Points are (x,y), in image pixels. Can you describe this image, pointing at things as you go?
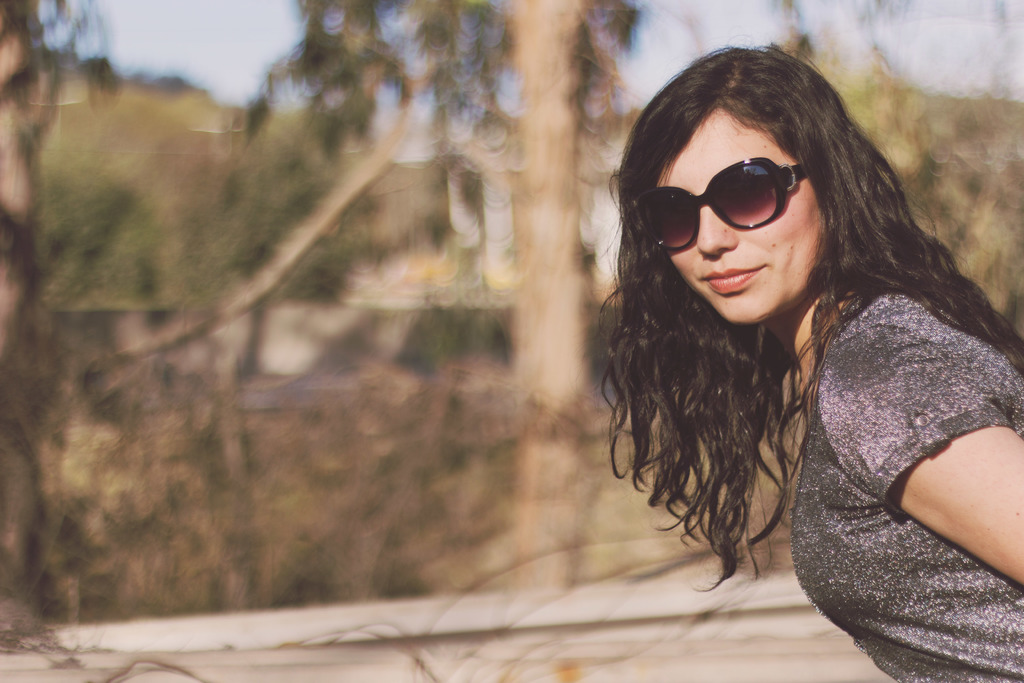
There is a woman (895,510) wearing goggles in the right corner (892,477) and there are trees (333,179) in the background (260,176).
